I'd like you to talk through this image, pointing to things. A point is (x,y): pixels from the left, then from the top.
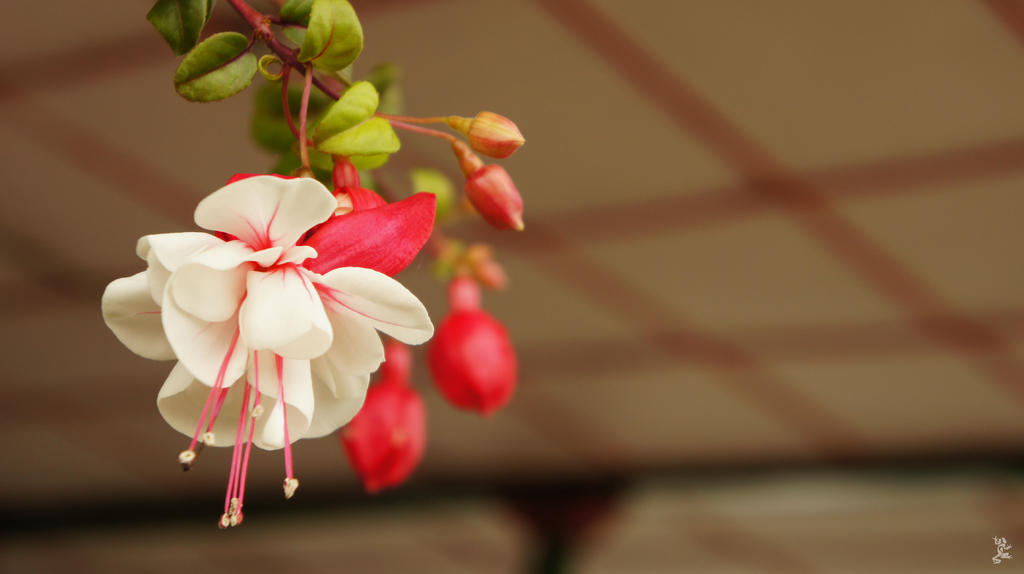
In this image there are flowers (317,297) and buds (387,433) with leaves (305,21) and in the background (120,253) it is blurred.
